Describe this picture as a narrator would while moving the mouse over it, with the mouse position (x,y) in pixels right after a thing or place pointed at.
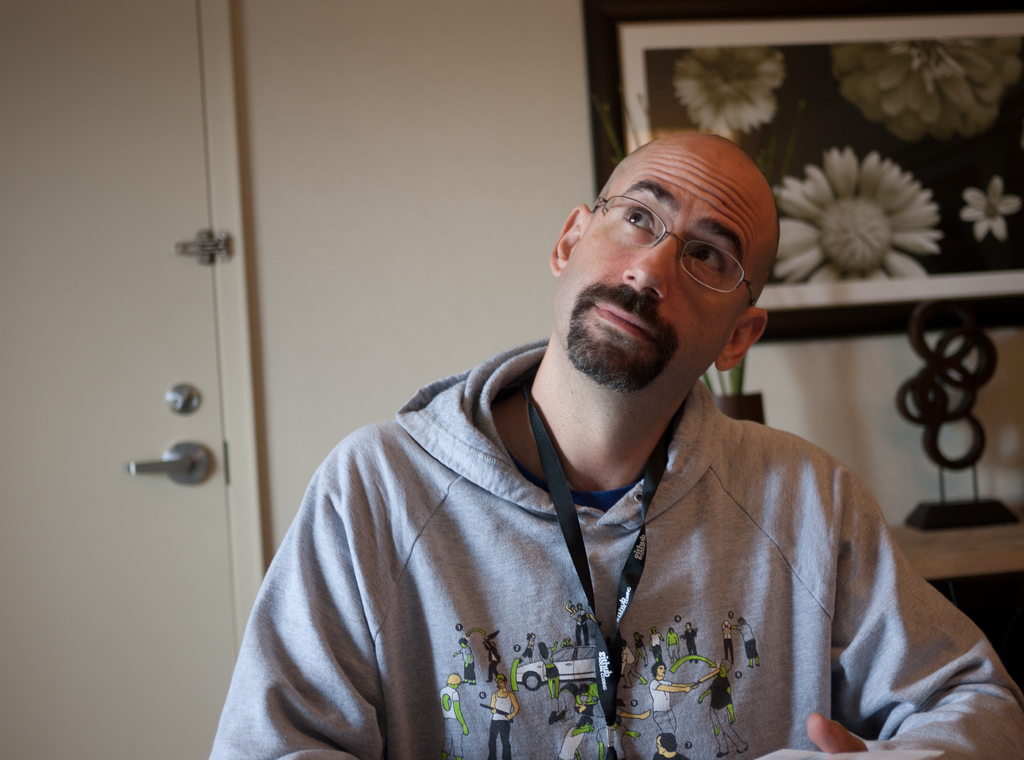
In this image we can see a person (522,465) and the person (696,588) is wearing a tag (606,640). Behind the person (634,375) we can see a wall (577,122) and a door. There is a photo frame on the wall (819,374) and few objects (968,525) on the shelf (918,528).
